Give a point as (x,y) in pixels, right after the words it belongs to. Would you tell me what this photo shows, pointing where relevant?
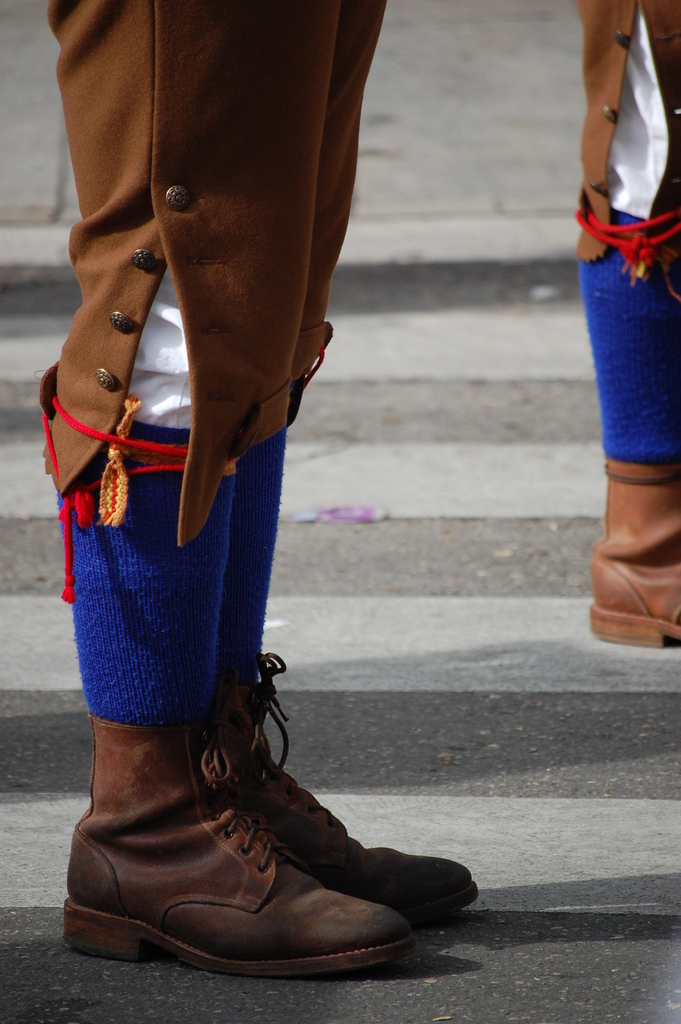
In this image we can see the legs (218,349) of few people (643,180). There are few road safety markings (396,489) on the road (477,492).
